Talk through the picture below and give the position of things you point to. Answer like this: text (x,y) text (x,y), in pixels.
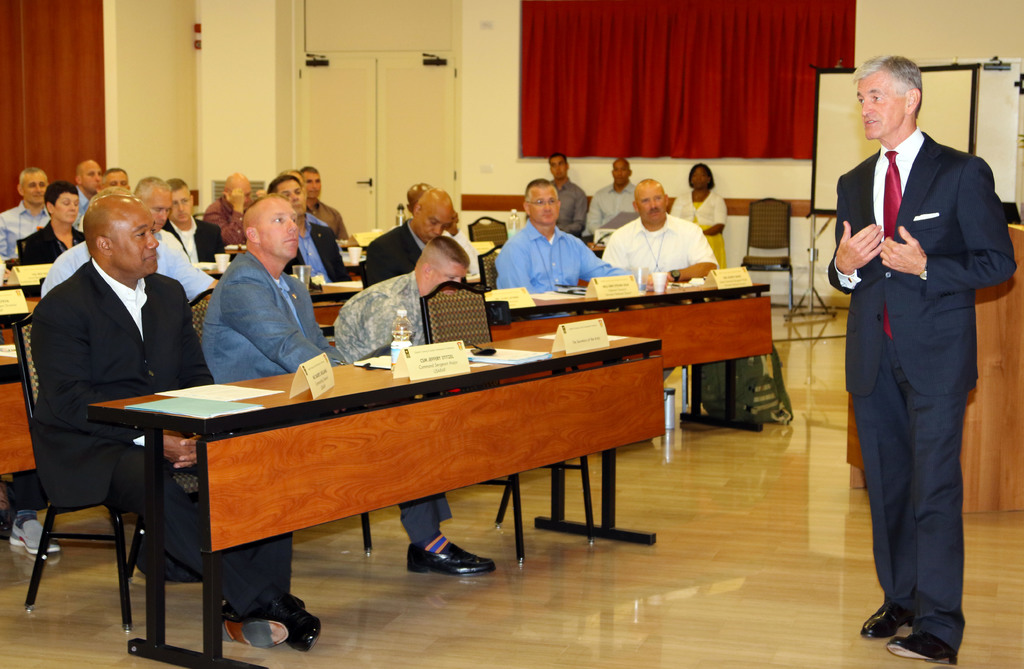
As we can see in the image there is a yellow color wall (235,91), door (371,103), curtain (638,92), screen (816,107), few people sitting on chairs (477,321) and a table (286,377). On table (251,435) there are papers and bottles (397,338).
